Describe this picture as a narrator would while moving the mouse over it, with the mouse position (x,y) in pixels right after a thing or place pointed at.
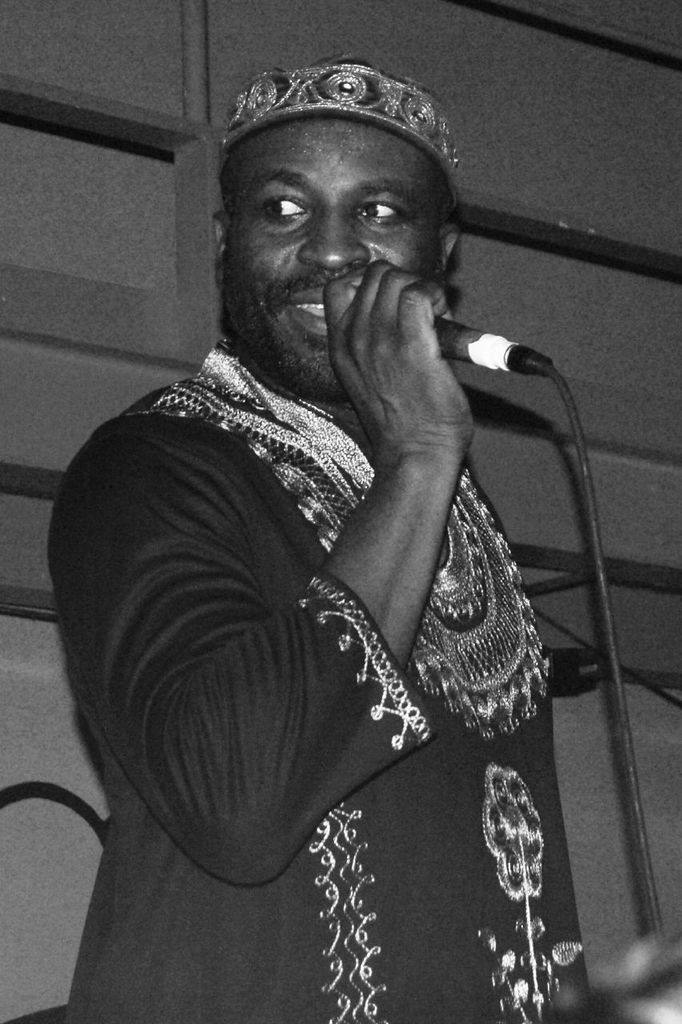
In this picture a guy (441,709) is talking with a mic (462,339) in his hand (410,309) and he is wearing a decorated dress (275,555).
